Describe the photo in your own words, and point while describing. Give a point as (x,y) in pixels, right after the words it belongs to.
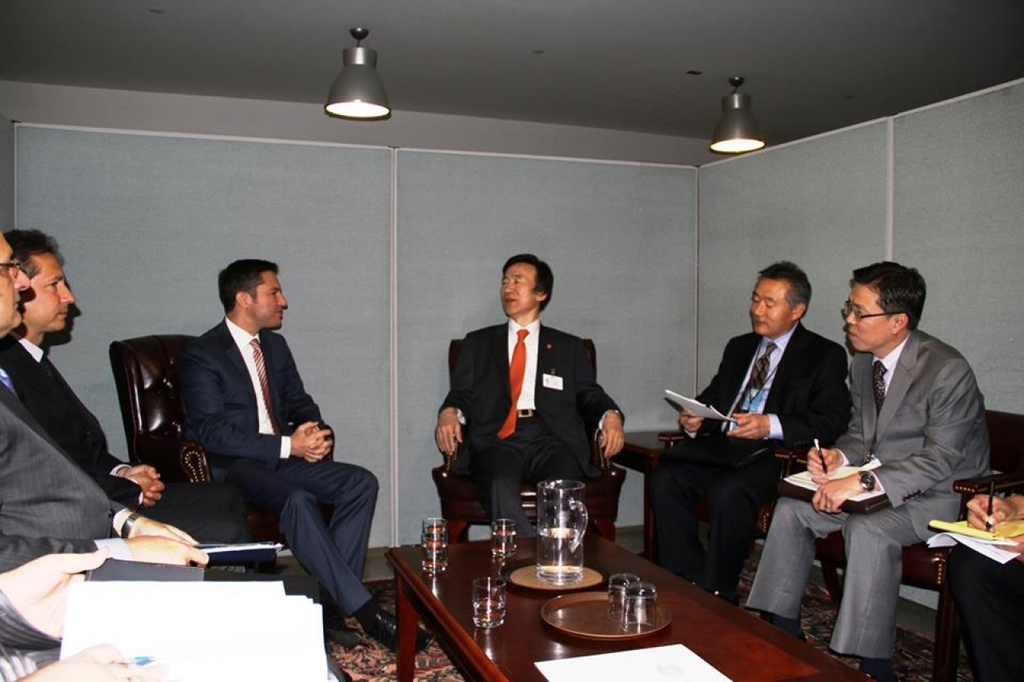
We have a group of people (805,540) sitting on the chairs (170,385) around the table (483,541) and on the table (528,558) we have some glasses (640,592) and also papers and pens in their hands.
